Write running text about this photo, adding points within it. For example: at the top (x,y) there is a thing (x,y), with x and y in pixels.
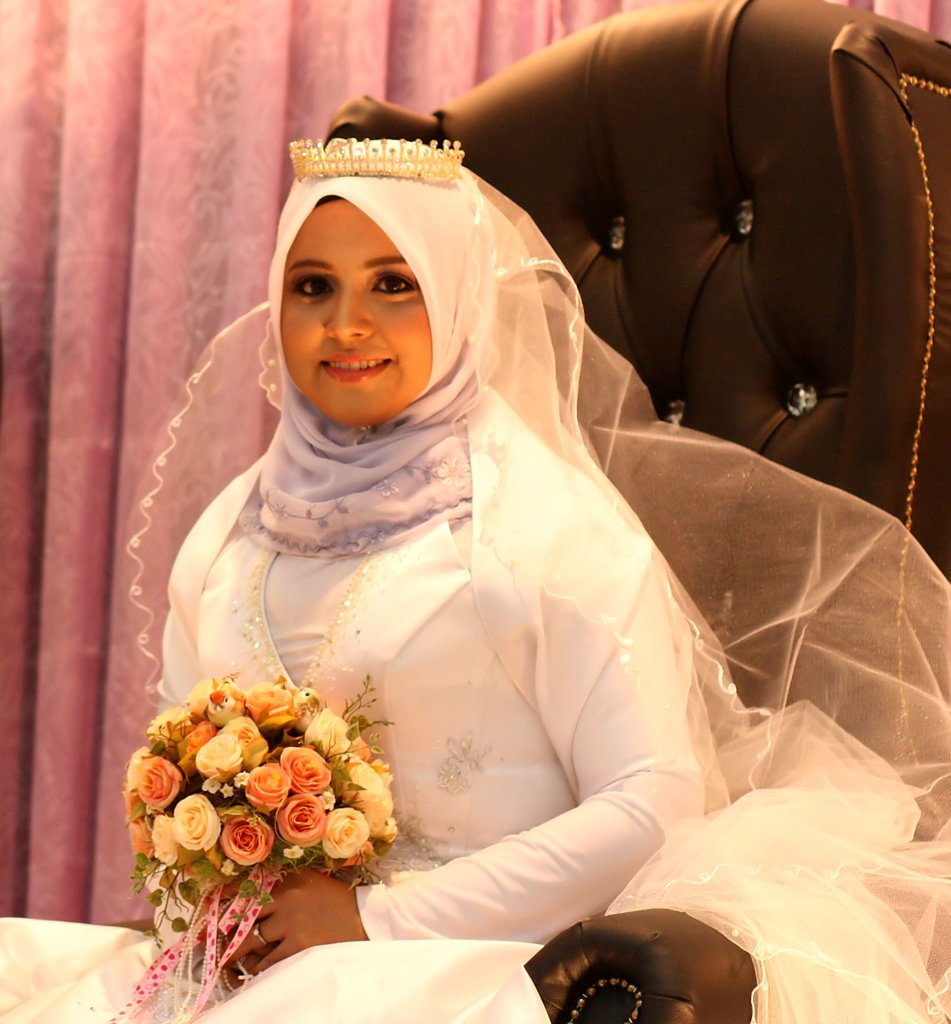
In the center of the image (400,427) there is a woman (526,725) sitting on the chair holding a bouquet (241,892). In the background (166,145) there is a curtain (160,136).
